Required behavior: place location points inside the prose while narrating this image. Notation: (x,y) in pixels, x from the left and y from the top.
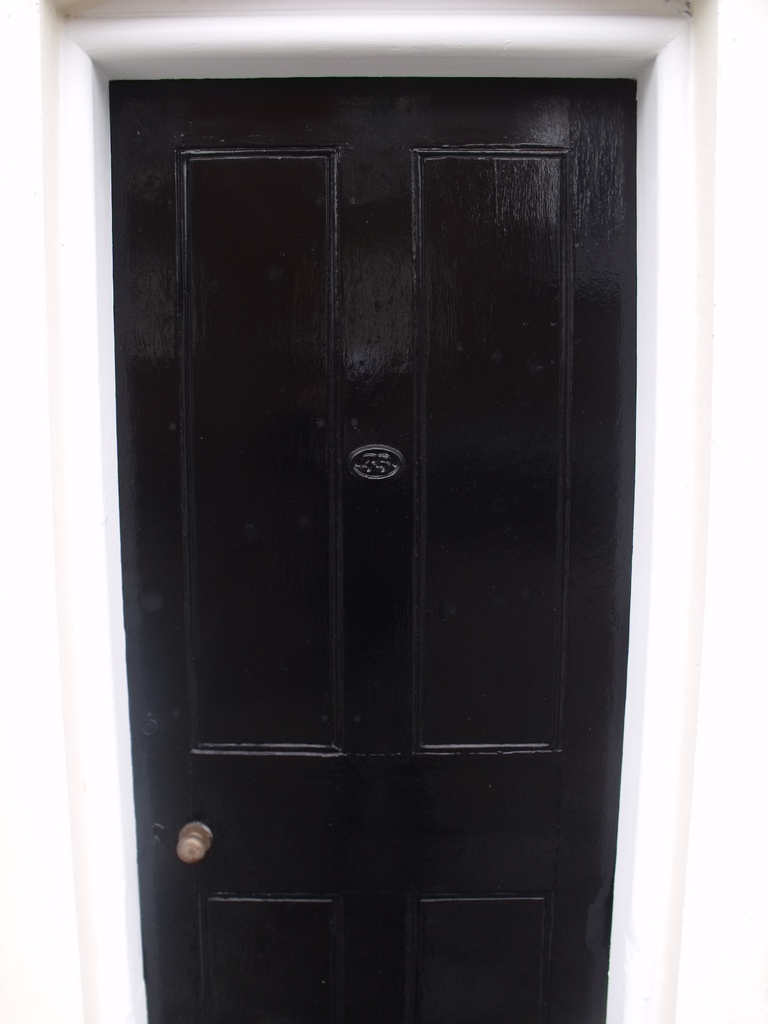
In this image, we can see a black door (432,799) with handle (187,858) and white color here.
